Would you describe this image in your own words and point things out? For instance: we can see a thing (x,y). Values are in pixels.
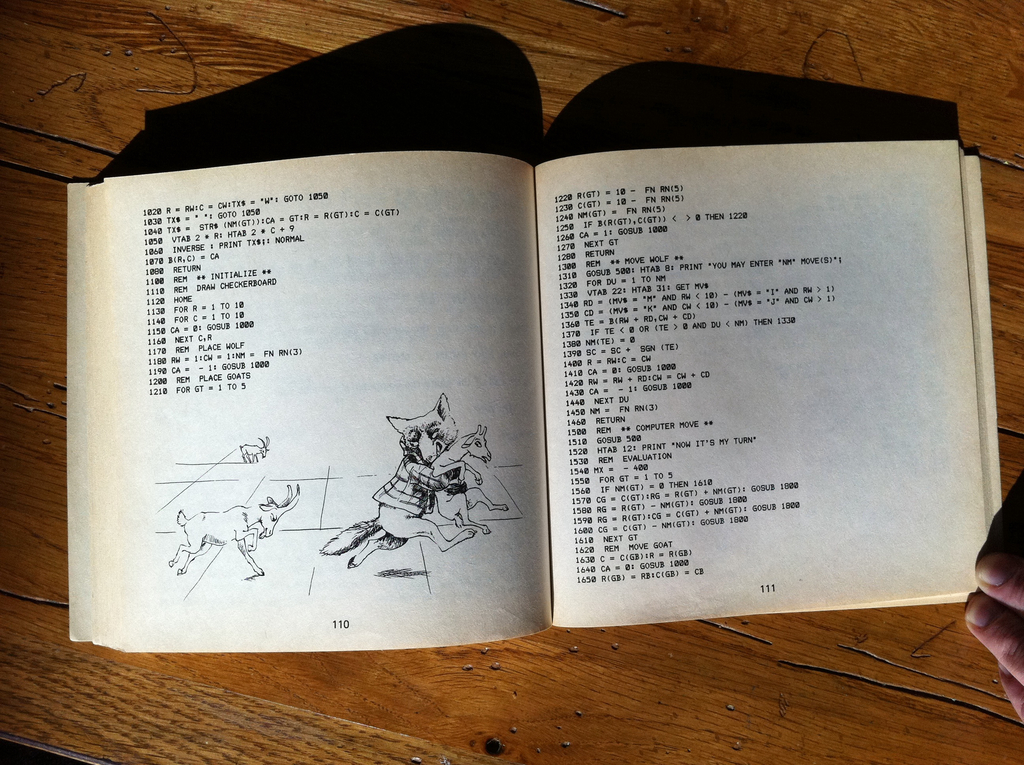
In this picture there is a opened book (480,437) which has an image (415,449) and some thing (641,476) written on it is placed on the table (978,678) and there are few fingers (1005,628) of a person (1004,605) in the right corner (984,589).
